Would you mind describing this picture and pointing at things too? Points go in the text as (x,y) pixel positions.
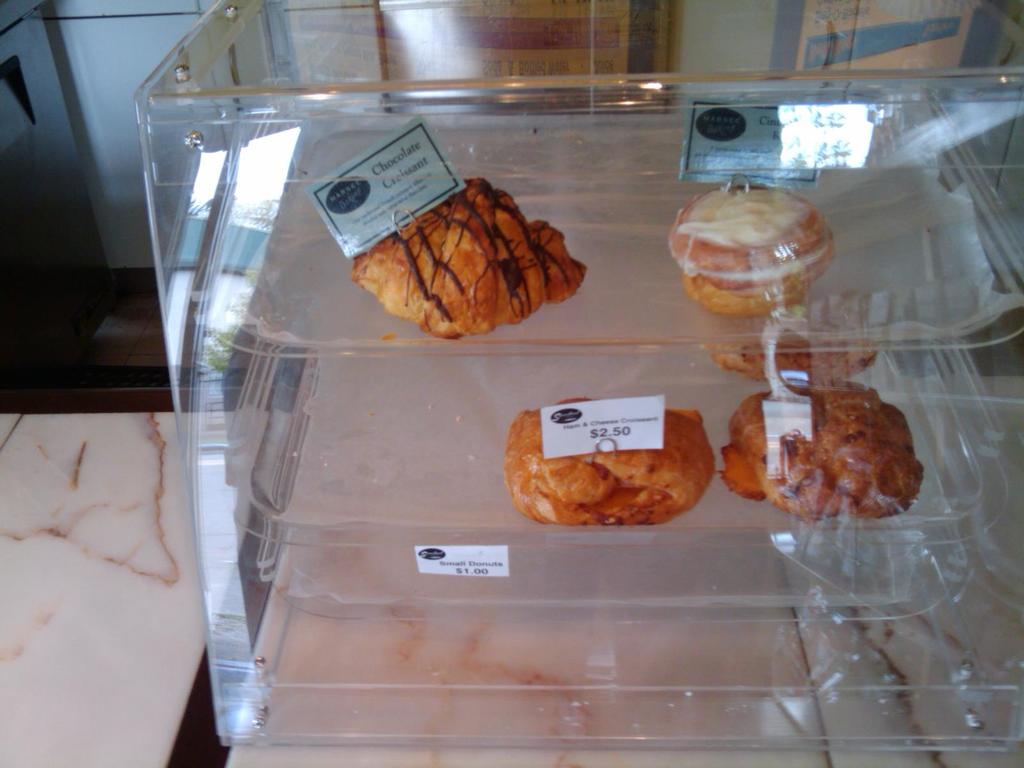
In this picture there are some puffs (599,508) seen in the glass box (472,401). On the bottom side of the image (74,631) we can see some white marble (102,502) and in the background (115,209) there are some white color cabinet door (102,177).
